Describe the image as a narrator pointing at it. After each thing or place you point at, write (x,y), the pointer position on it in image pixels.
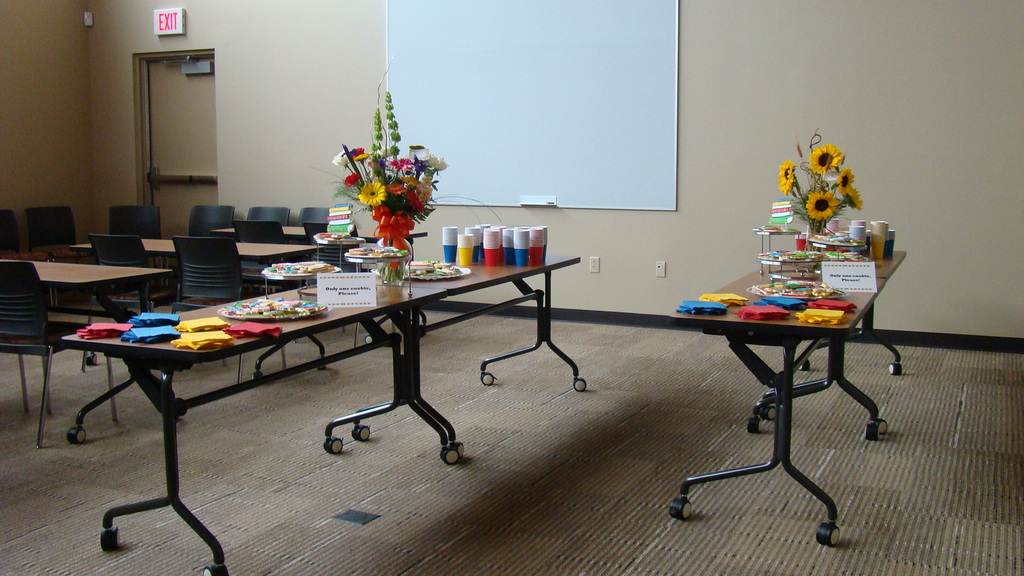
In this image there are two tables (837,375). On the tables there are few papers (741,303), plates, flower vase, cups (478,249) and few objects (799,292) on it. Left side (13,241) few chairs (41,253) and tables (79,245) are on the floor (344,459). Background (490,144) there is a board (620,82) attached to the wall (240,113) having a door (195,117).
